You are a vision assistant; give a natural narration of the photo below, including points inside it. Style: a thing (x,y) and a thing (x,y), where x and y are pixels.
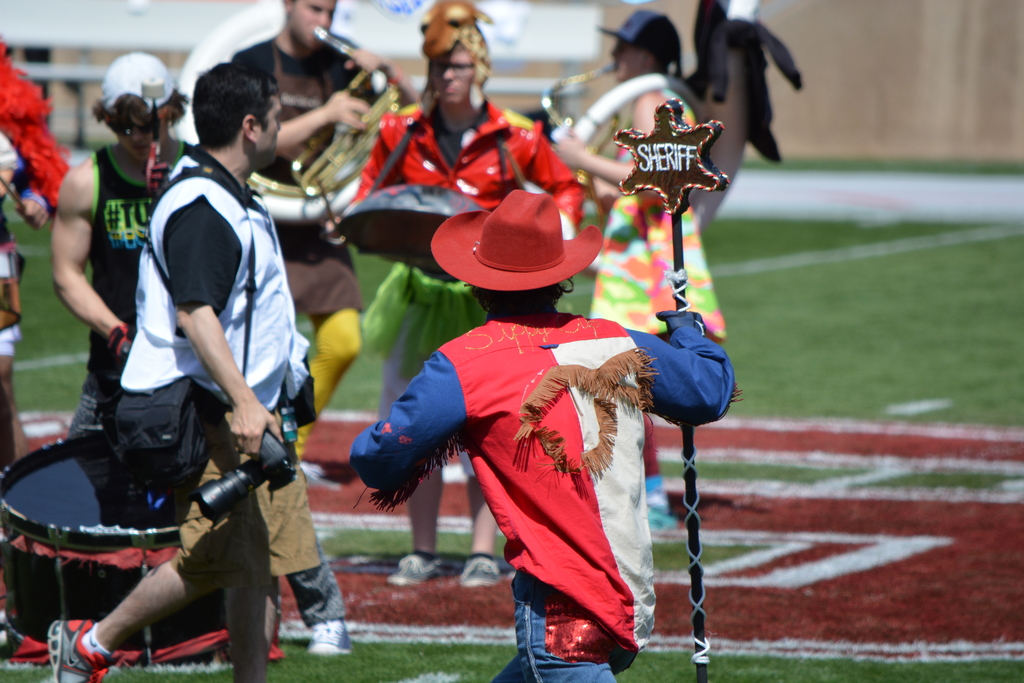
In the image we can see there are many people (336,268) standing, they are wearing clothes (208,237) and shoes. This person (507,374) is wearing a hat (532,256) and holding a stick (683,459) in his hand (683,324), this is a grass (865,322) and the musical instrument (58,485), this is a camera (245,463).
